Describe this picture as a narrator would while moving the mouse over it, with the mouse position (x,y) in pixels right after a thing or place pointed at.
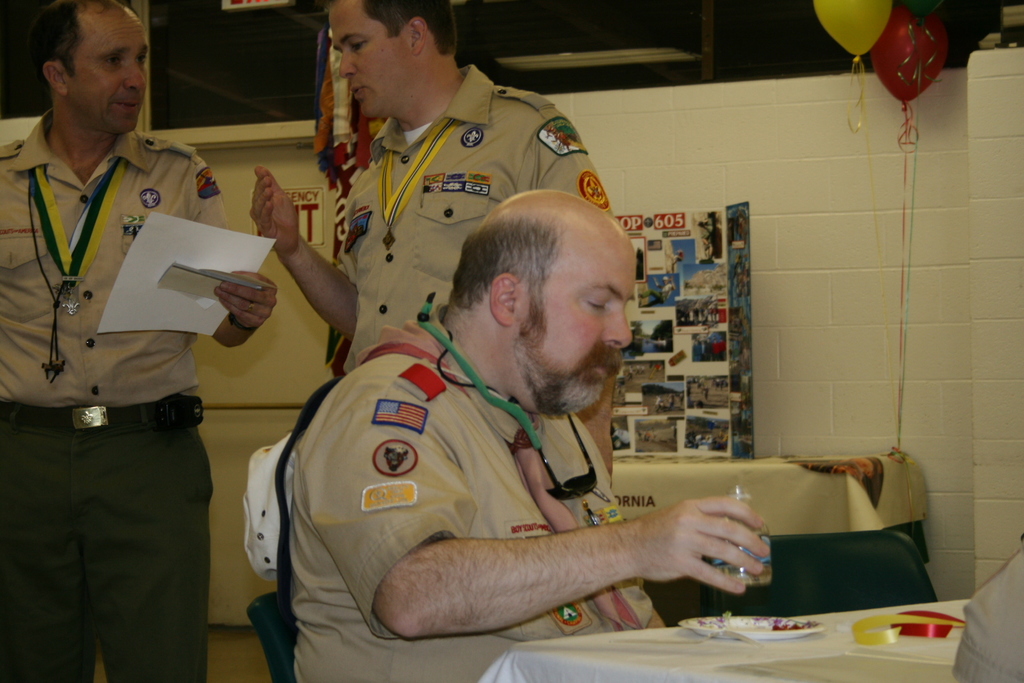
In front of the image there is a person (413,506) sitting on the chair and he is holding some object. In front of him there is a table (840,641). On top of it there are some objects (745,626). Behind him there are two other people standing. On the right side of the image (999,676) there is a person (970,639). In the background of the image (858,473) there is a table (645,507). On top of it there is some object (704,416). There are balloons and some decorative item (903,196) tied to the table (906,471). There is a board (688,415) on the wall (880,448).
